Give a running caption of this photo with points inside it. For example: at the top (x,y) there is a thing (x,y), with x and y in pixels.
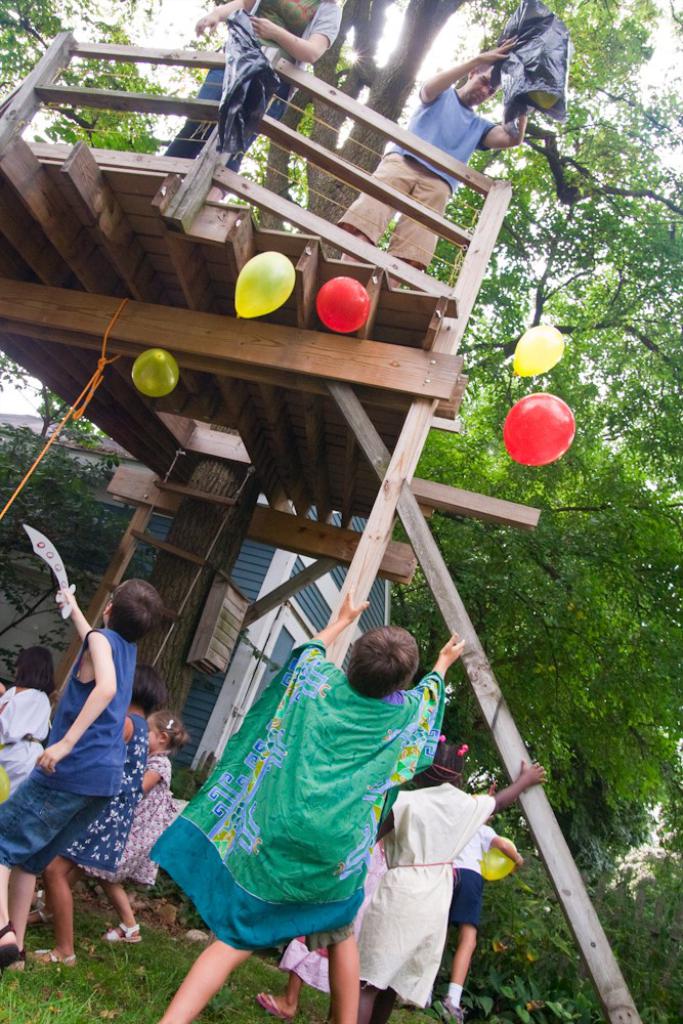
In this image I can see number of children (241,797) are standing on the ground (32,1009). I can also see two persons (208,17) are standing on a wooden thing (245,253) and near it I can see few balloons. In the background (32,492) I can see a house (88,472) and few trees (680,406). On the top of this image (278,96) I can see two persons (192,123) are holding black colour covers (517,118).
